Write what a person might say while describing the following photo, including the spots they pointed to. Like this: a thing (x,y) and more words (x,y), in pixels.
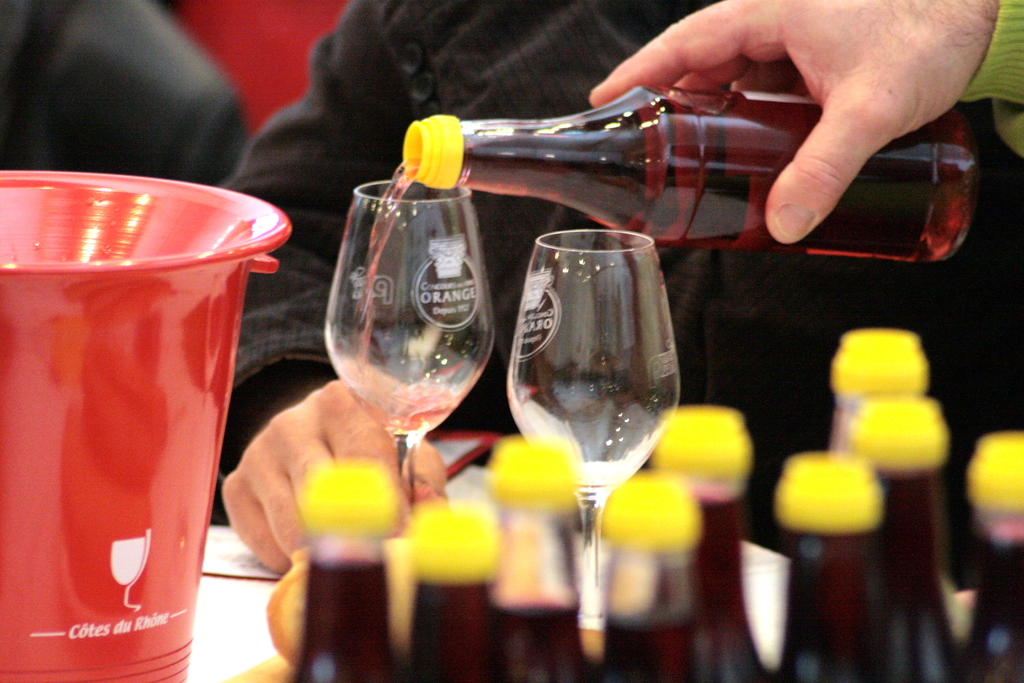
In this picture there are many bottles (514,609) filled up with red liquid (905,554) and two glasses (595,394) named orange. There is a red bucket (182,316) to the left of the image (160,327). A guy (874,64) is pouring the liquid (752,144) in one of the glass (402,306).
